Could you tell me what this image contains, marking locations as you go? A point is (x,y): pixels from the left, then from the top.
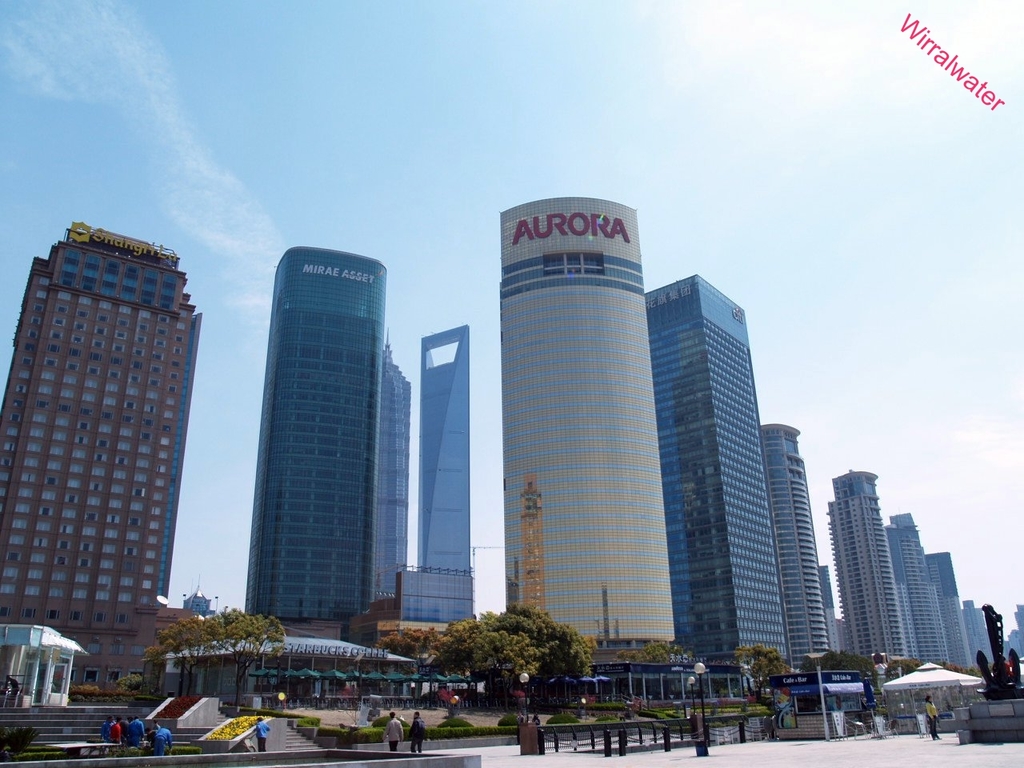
In this image I can see the group of people (259,720) with different color dresses (394,738). I can see the light poles (706,733), boards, tent (905,707), sheds (802,711) and many trees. In the background (387,502) I can see the buildings (541,472), clouds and the sky (519,129).
